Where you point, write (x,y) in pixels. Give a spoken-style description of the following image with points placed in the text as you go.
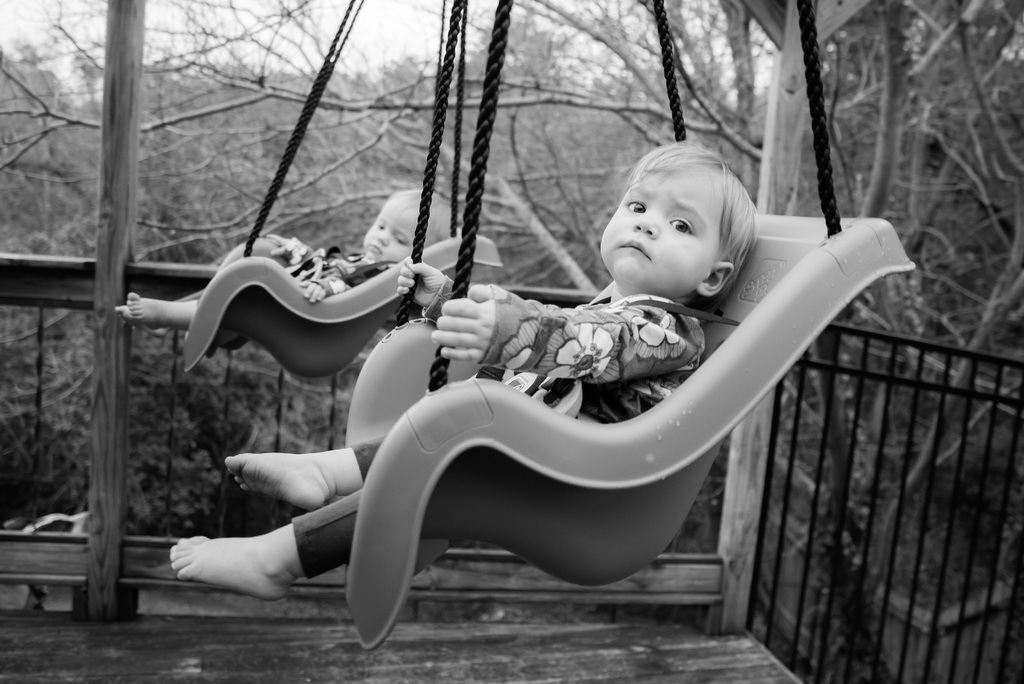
In the center of this picture (600,407) we can see the two kids (448,276) sitting on the swing seats (455,501) and seems to be swinging. In the background (175,232) we can see the sky (426,11), trees (708,123), deck rail (851,462) and some other objects (784,62).
